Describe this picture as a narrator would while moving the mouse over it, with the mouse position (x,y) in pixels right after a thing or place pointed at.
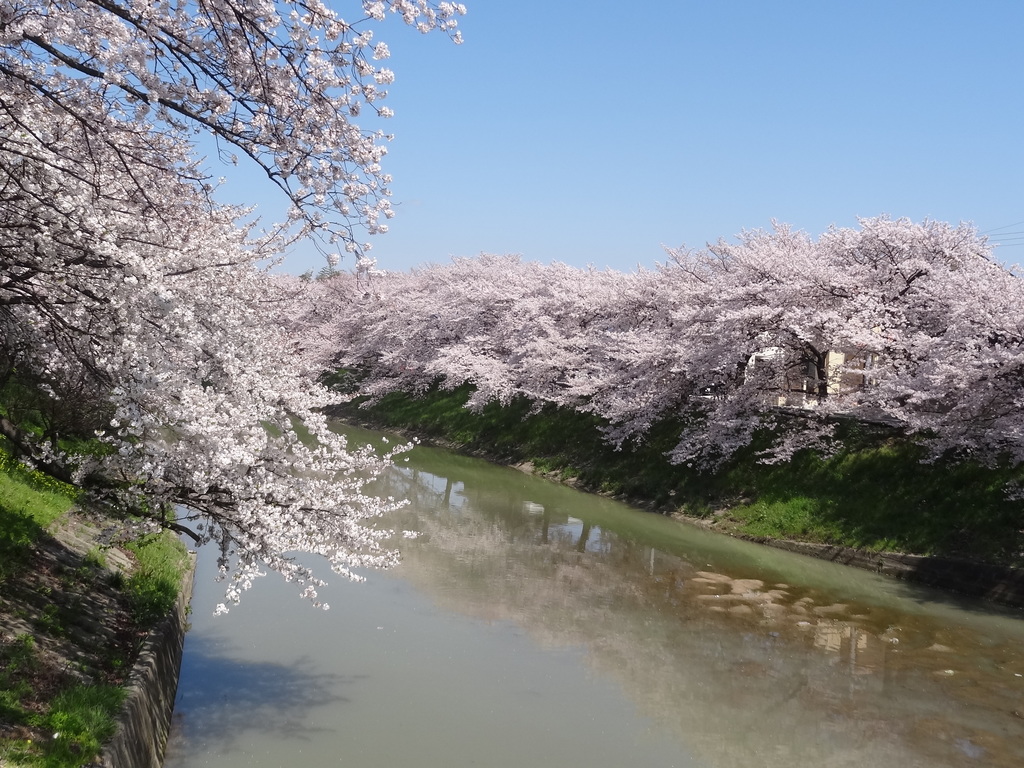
In this picture we can see many trees (969,296). On the trees (507,331) we can see white flowers (384,331). In the bottom (550,526) we can see the water (583,666). On the right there is a building (831,371). At the top (801,78) we can see sky (652,30). In the bottom left (46,700) we can see the grass (45,767).
